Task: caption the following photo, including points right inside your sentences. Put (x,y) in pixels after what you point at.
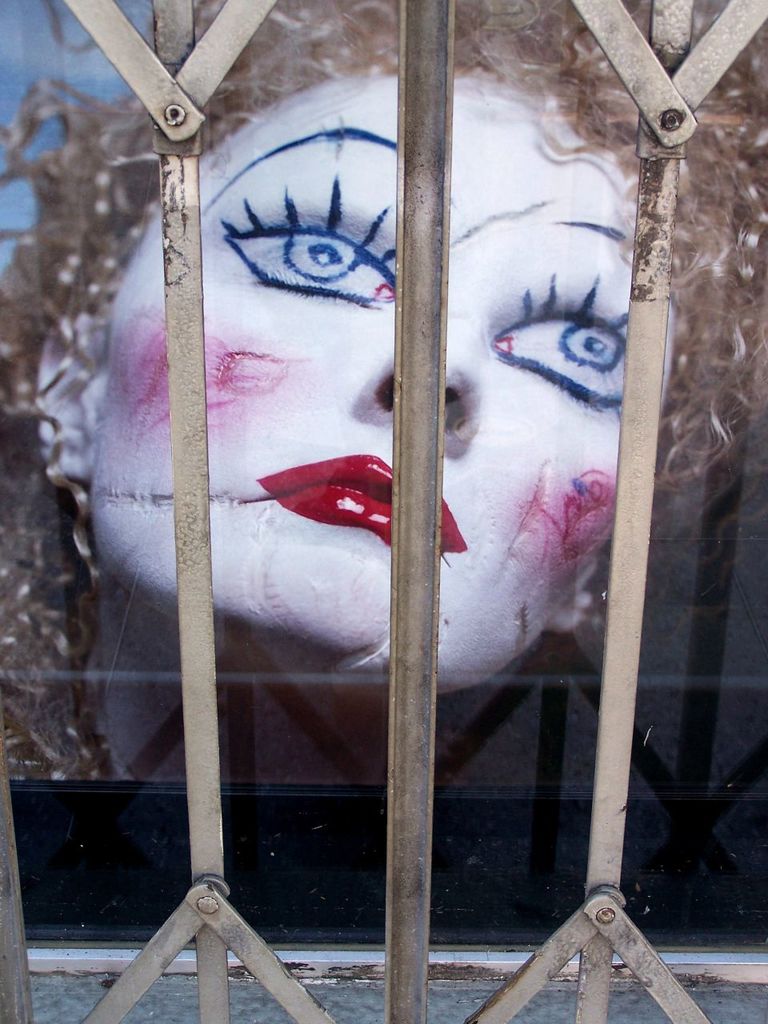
In this picture there is a painting (615,172) of a person (474,137) on the screen (465,858). In the foreground (430,821) there is a railing (644,165).
